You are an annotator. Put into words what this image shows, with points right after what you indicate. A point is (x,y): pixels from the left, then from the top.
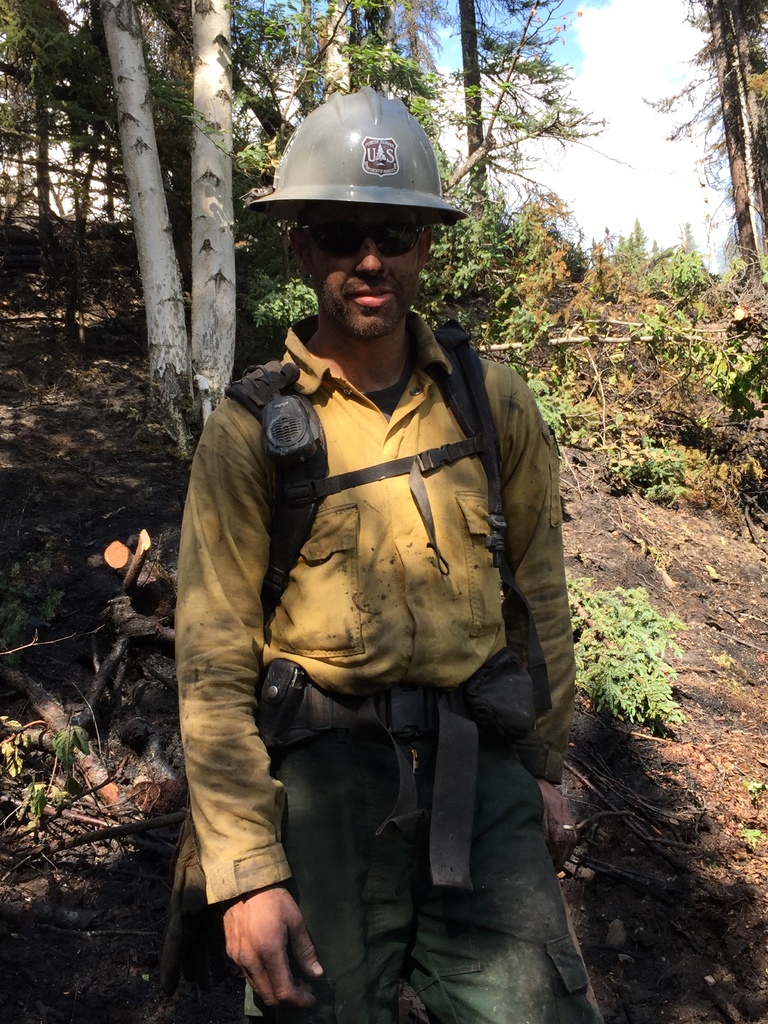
In this picture we can see a man (248,688) wore a helmet (324,143), goggles (380,244) and standing on the ground (655,798), plants (689,303), trees (97,22) and in the background (599,62) we can see the sky (609,66) with clouds (630,103).
